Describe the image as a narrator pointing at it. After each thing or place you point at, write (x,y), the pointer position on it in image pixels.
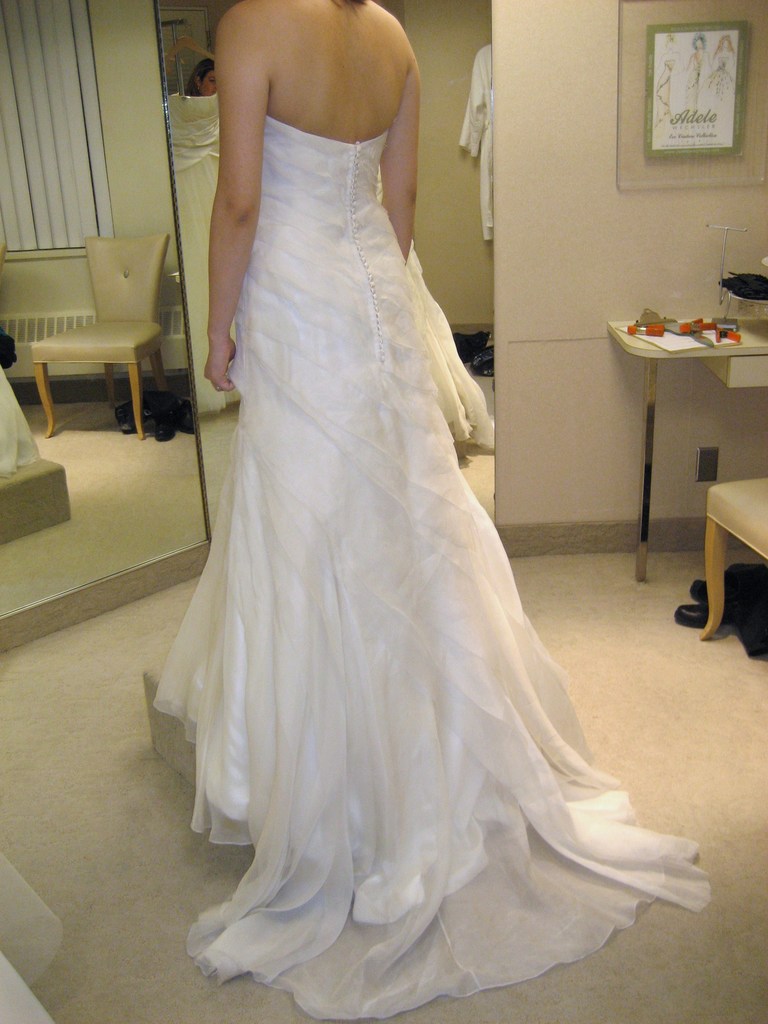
In this image we can see a person (331,329) standing on the floor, wall hanging (708,97) attached to the wall (614,344), some objects (645,310) placed on the table (626,344) and a chair (723,569). In addition to this we can see a mirror (88,274). In the mirror (99,169) there is the reflection (180,178) of chair (121,319), clothes (159,407) on the floor (85,437), curtain (96,163) and clothes (482,126) hanged to the hanger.
